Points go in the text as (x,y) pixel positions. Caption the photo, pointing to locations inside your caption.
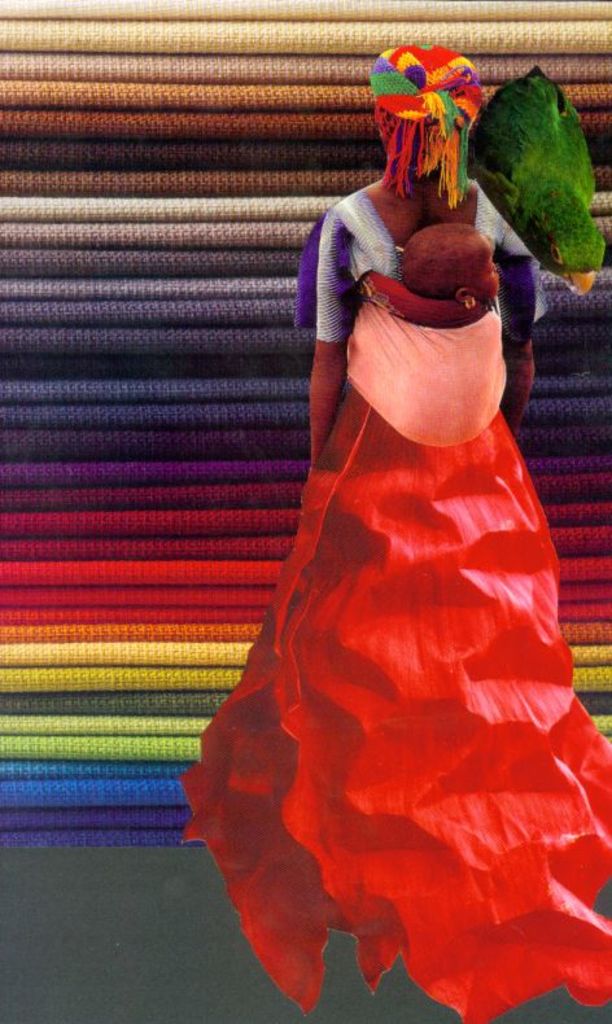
This is an edited image, we can see a person (352,423) is standing and at the back of the person (421,333) there is a baby (424,284) and on the right side of the person (452,223) there is a bird (510,152). In front of the person (416,325) there are some clothes (144,608).
